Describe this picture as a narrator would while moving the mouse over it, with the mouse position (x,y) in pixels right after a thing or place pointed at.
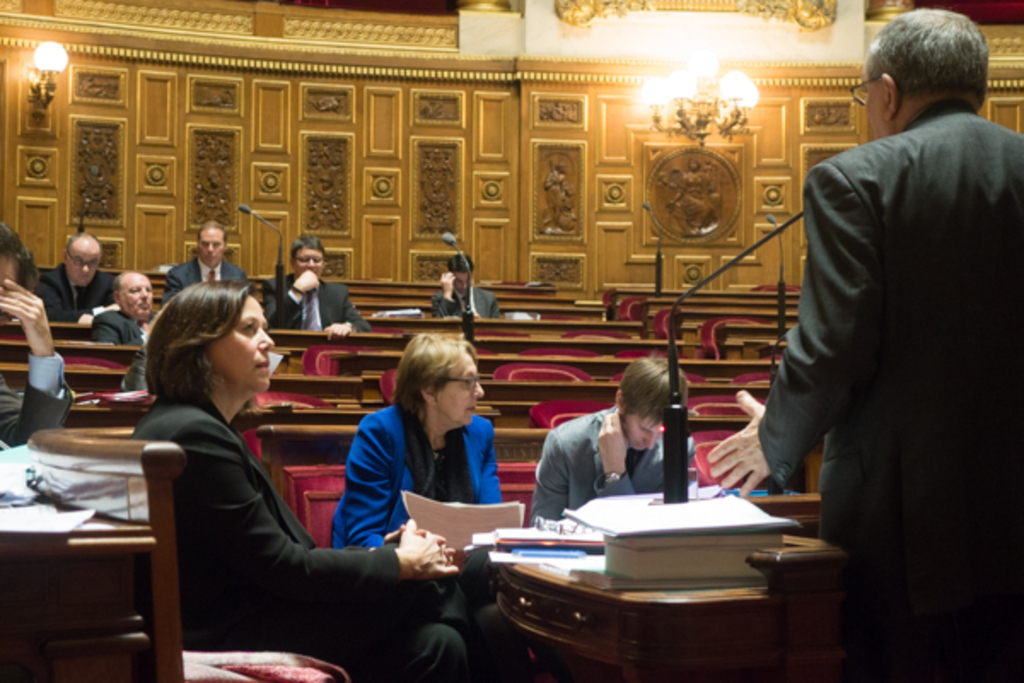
The person (912,255) in the right corner (927,295) is standing and speaking in front of a mic (790,219) and there are group of people (296,301) sitting in front of him.
